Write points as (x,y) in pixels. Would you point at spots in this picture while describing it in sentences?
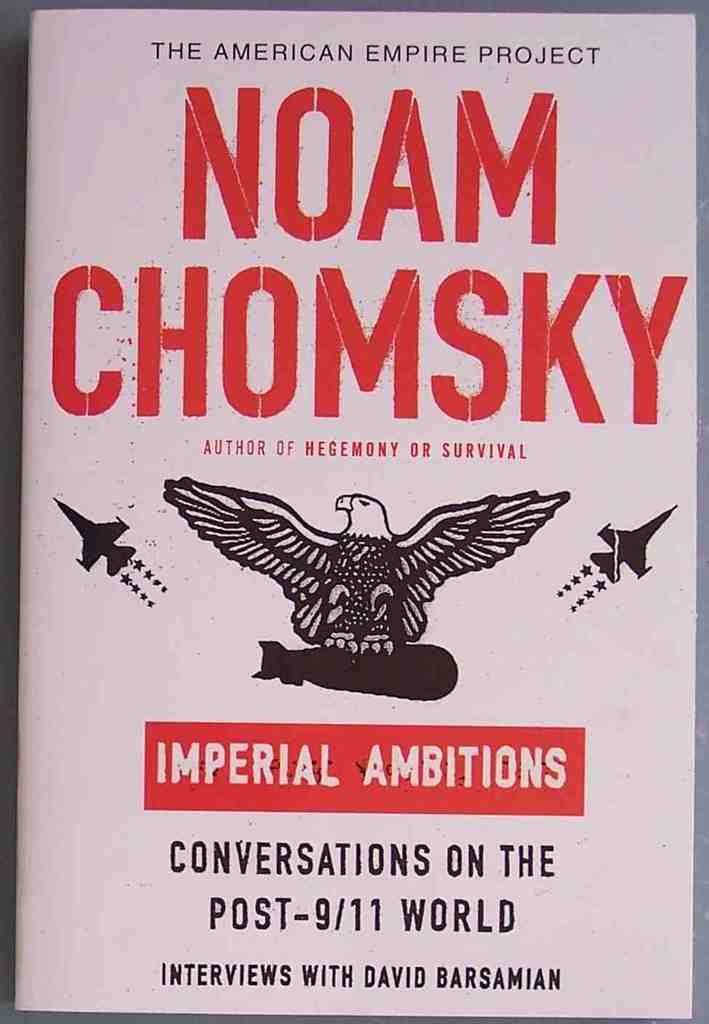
In this picture I can see a poster (370,923), there are words (509,750), numbers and there are photos (398,544) of two aircrafts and an eagle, on the poster (654,896).
